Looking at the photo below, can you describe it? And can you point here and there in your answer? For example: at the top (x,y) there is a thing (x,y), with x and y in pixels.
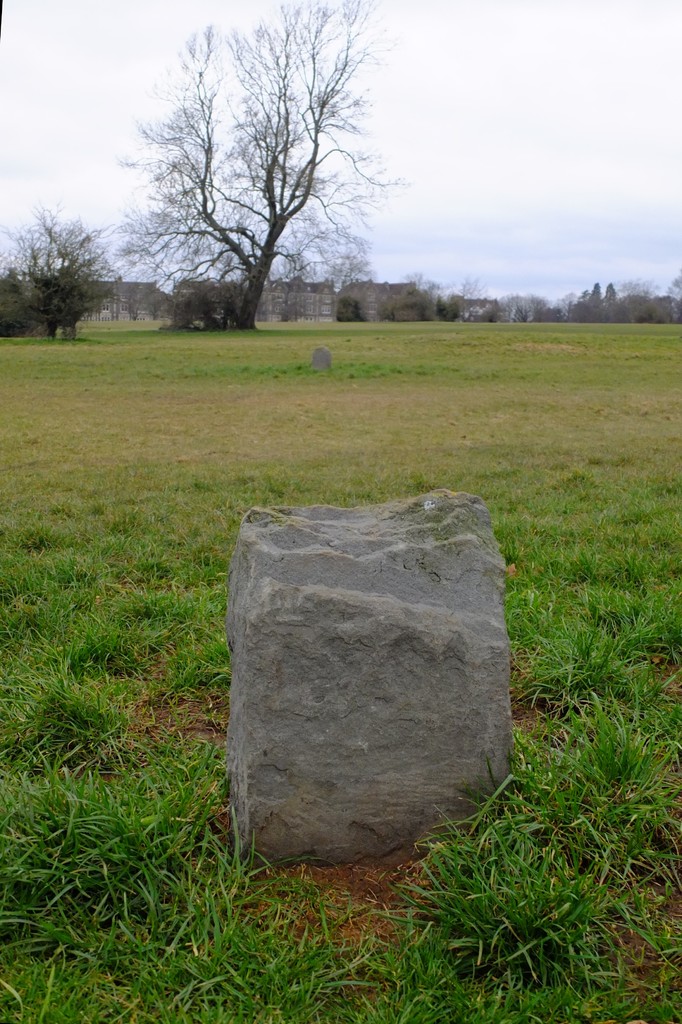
In the center of the image (331,355), we can see a stone (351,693) and in the background (321,191), there are trees (144,228) and we can see buildings (375,287). At the bottom (316,690), there is another stone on the ground (541,893) covered with grass (82,598).
